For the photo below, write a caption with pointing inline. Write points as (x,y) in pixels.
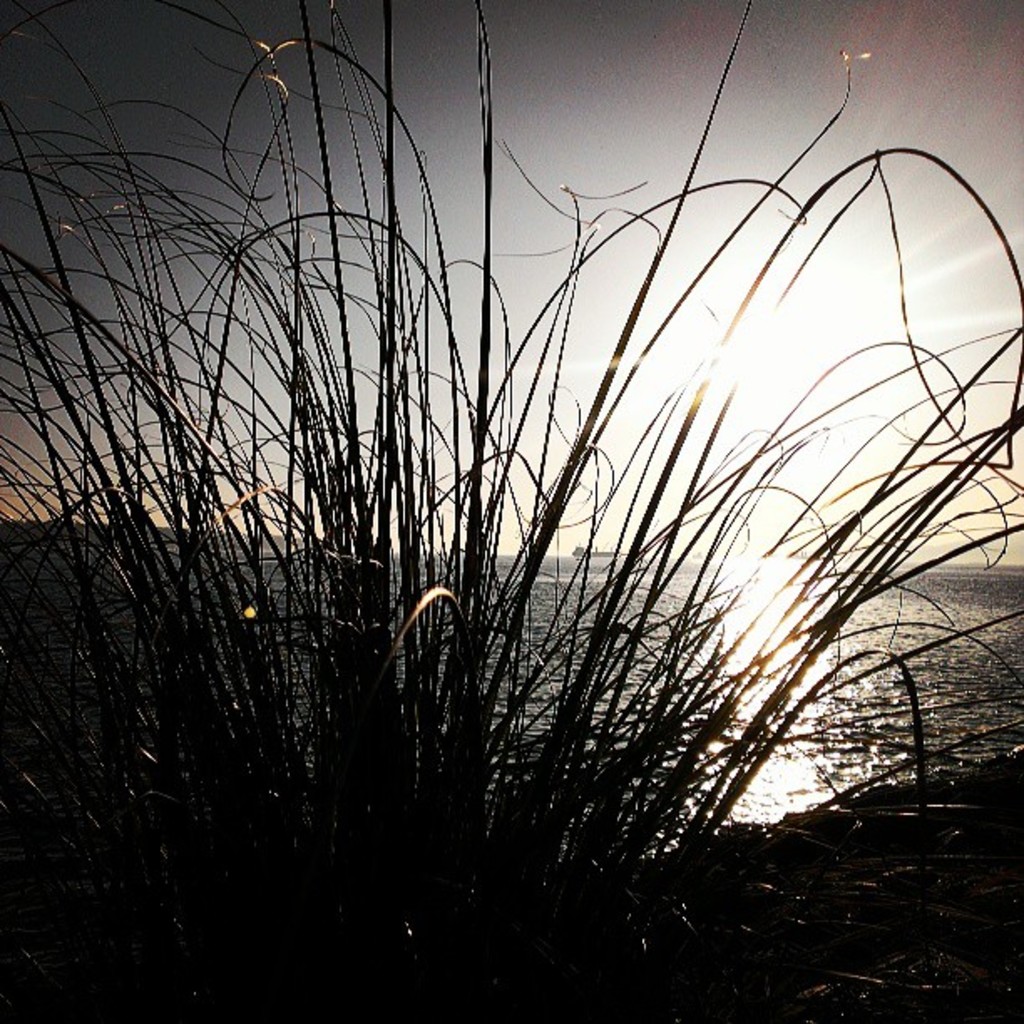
In the foreground (302,856) I can see a plant (439,862). In the background (1008,632) there is a sea (877,701). At the top of the image (661,60) I can see the sky (645,85).
